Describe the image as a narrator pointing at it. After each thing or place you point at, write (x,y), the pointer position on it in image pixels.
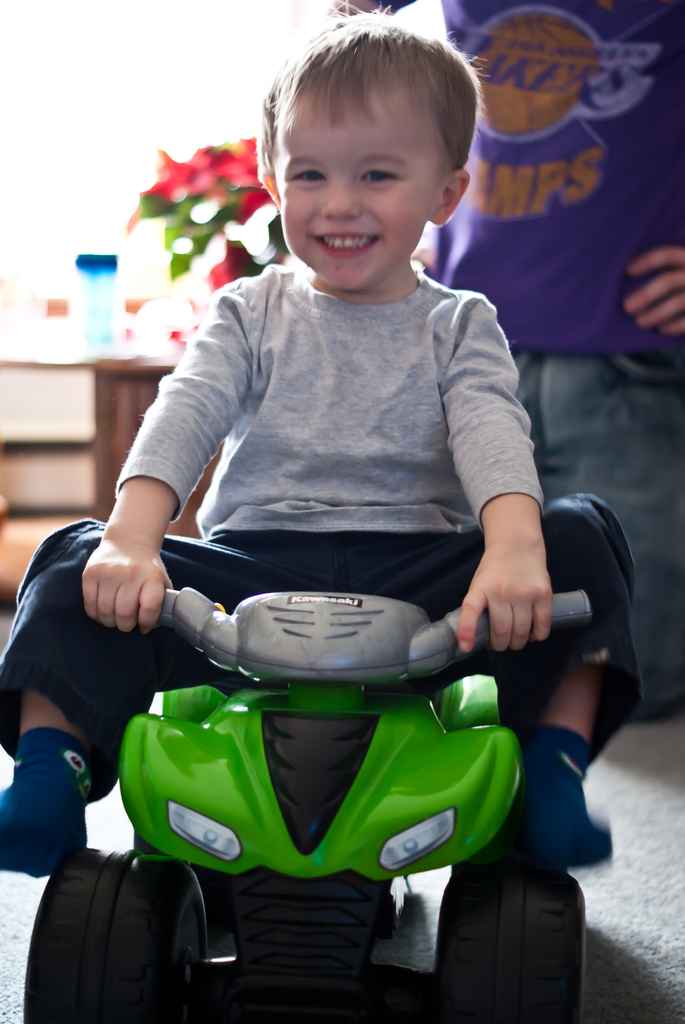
In this picture we can see a child (566,568) sitting on a toy vehicle (489,683) and smiling and in the background (230,254) we can see a bottle (90,265), plant (202,225) and a person (535,149).
